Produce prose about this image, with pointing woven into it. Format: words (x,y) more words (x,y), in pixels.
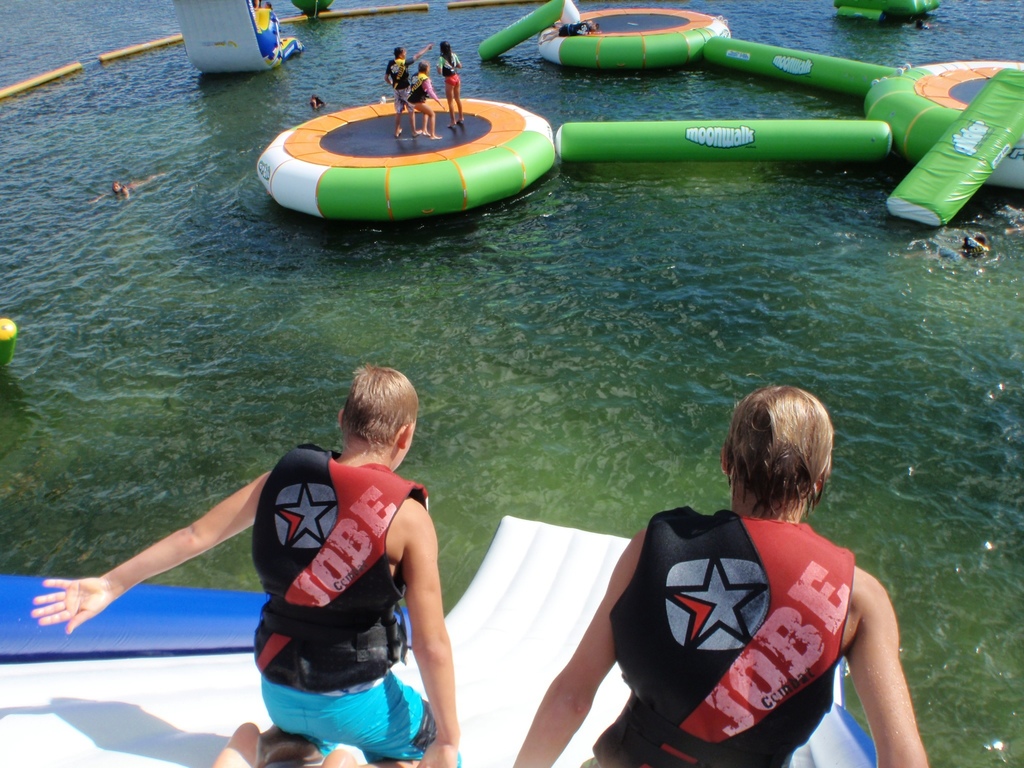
There are inflatable objects (394,169) are present on the surface of water (655,265) as we can see three persons (426,92) are standing on it and we can see two persons (550,719) at the bottom of this image (444,669).
